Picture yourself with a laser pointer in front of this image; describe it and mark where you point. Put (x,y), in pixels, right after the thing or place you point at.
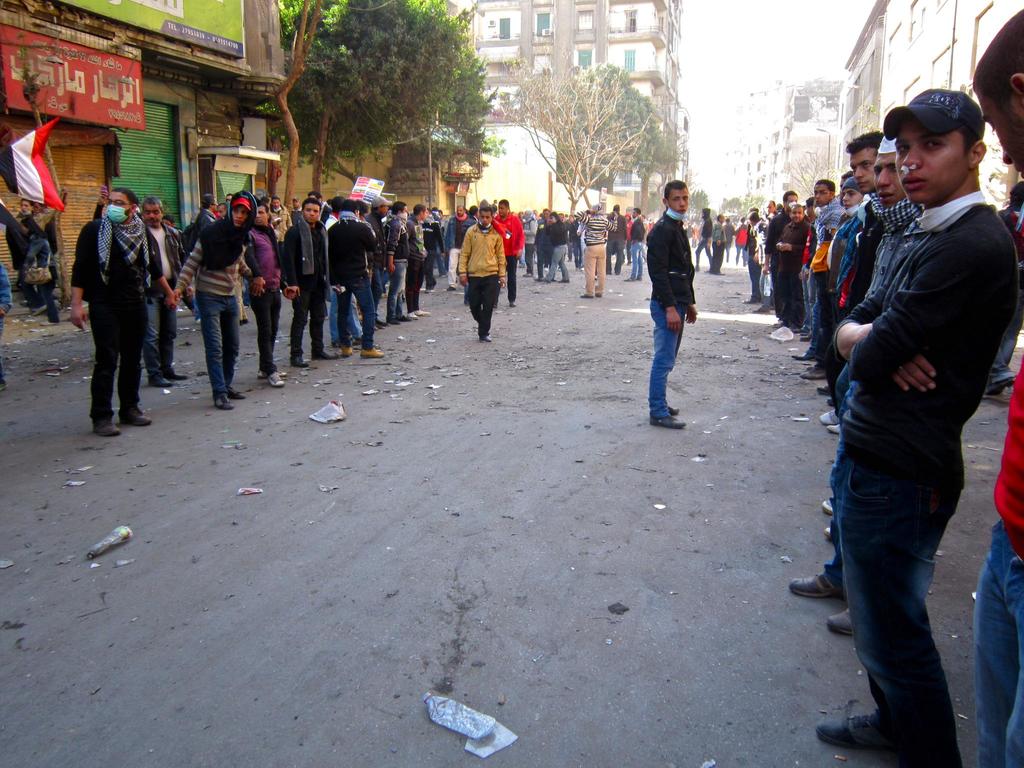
There is a crowd (309,282) present on the road (774,320) as we can see in the middle of this image (563,313). There are trees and buildings (188,135) in the background (265,133). There is a flag (30,146) on the left side of this image (42,191).
